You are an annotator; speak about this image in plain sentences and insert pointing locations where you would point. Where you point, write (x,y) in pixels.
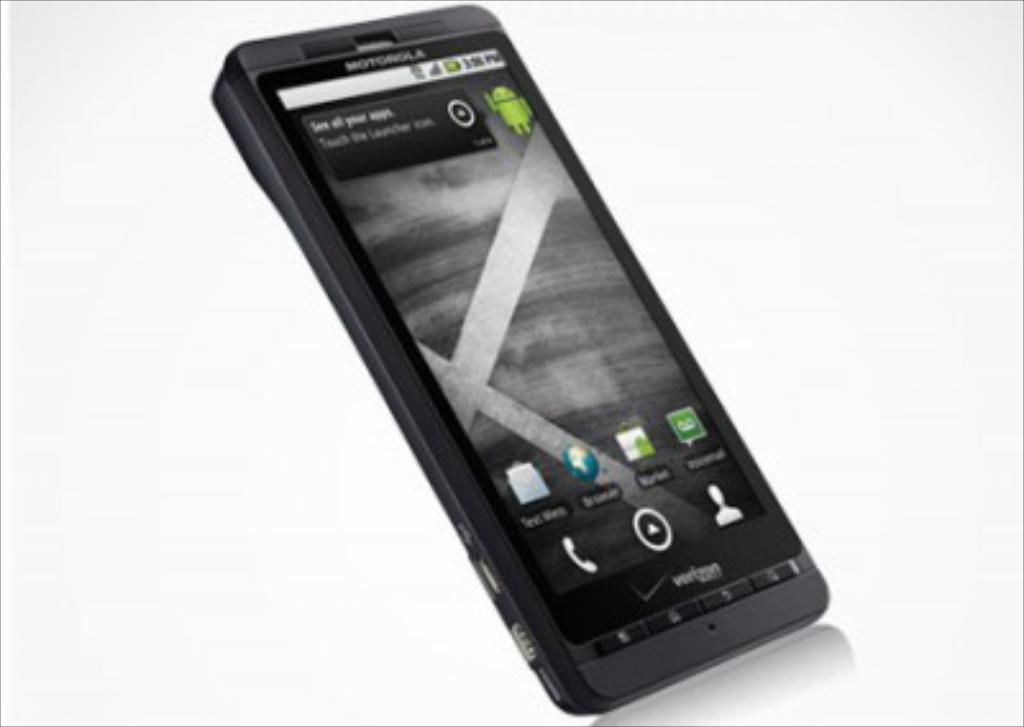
In this picture I can observe a mobile (574,314) in the middle of the picture (452,402). The background (132,355) is in white color.
